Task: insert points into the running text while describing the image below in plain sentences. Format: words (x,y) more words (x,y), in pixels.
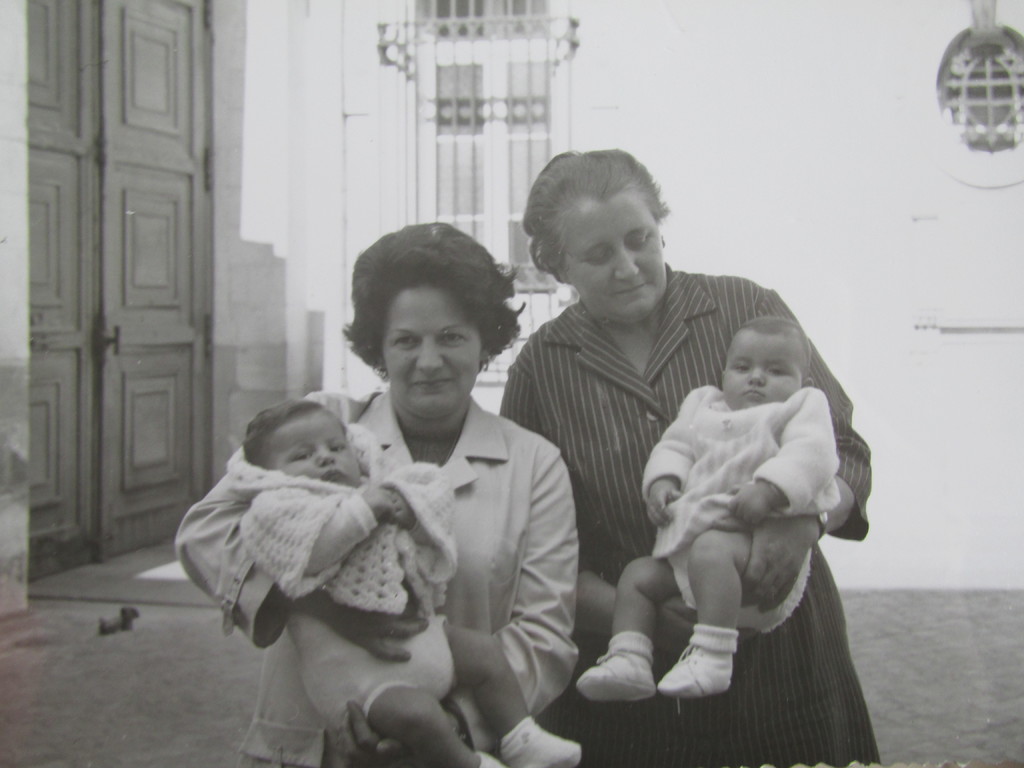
In this image I can see two persons (421,413) are holding babies (412,658). In the background (75,123) I can see the door (111,146) and the window (543,154) to the wall (699,152).
